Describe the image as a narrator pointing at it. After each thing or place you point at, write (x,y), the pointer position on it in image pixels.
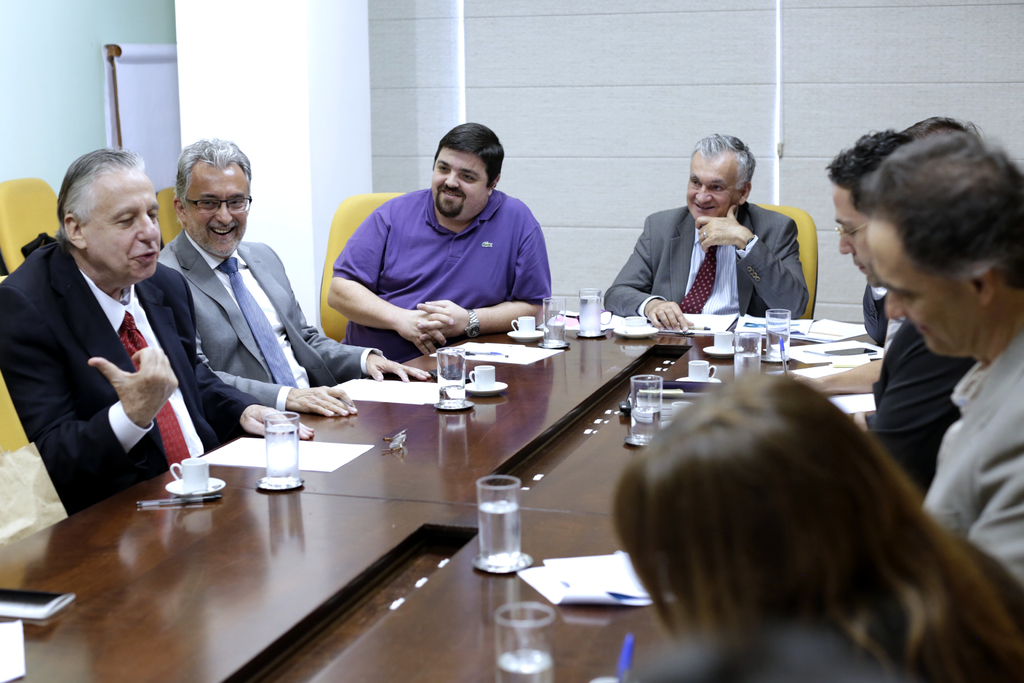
In this picture there are several people (898,317) sitting on the table (149,610), where cups (184,487) and glasses (279,468) are kept on top of the table (343,437). In the background (273,134) there is a white wall (282,107).
